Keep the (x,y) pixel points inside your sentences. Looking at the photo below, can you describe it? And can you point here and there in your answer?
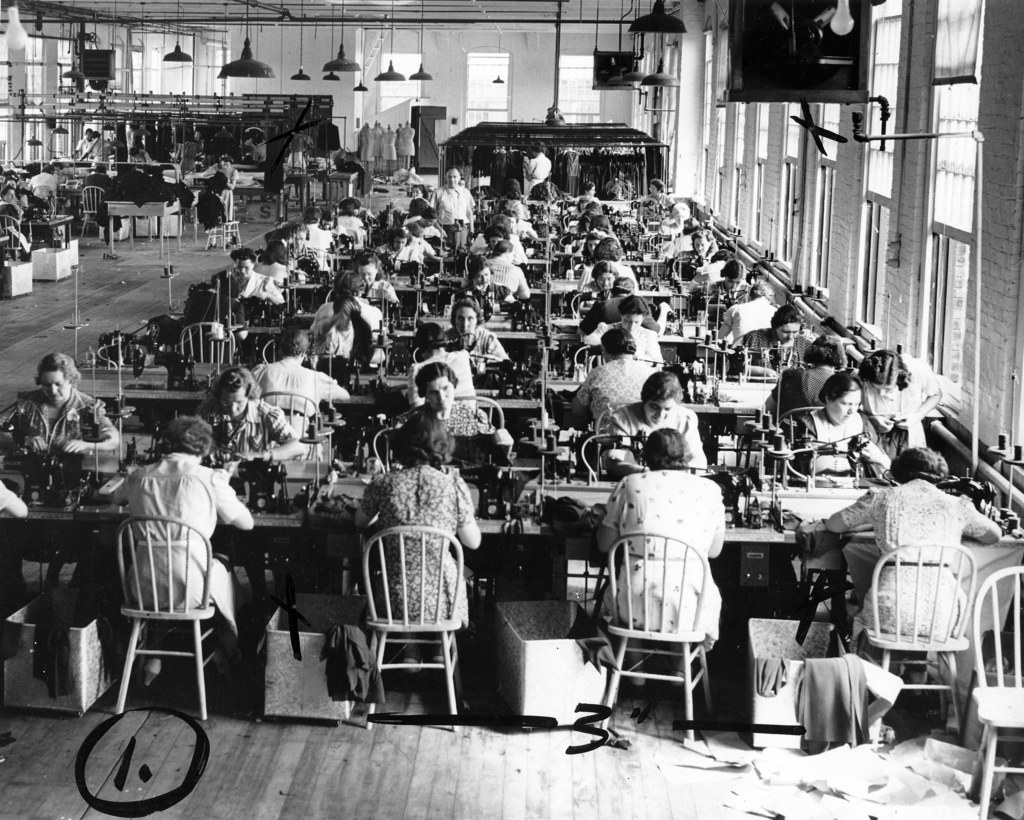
There are a group of people (428,477) who are working on a sewing machine (46,473).
